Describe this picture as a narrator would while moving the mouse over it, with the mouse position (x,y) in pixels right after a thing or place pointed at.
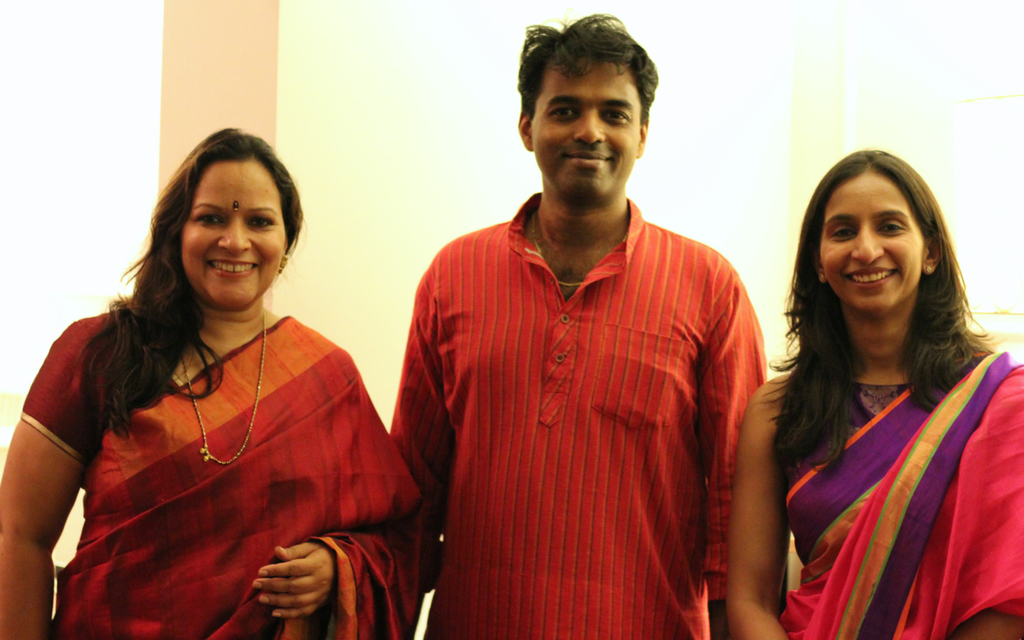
In this picture there are two ladies (174,259) and a man (411,347) in the center of the image (556,342).
